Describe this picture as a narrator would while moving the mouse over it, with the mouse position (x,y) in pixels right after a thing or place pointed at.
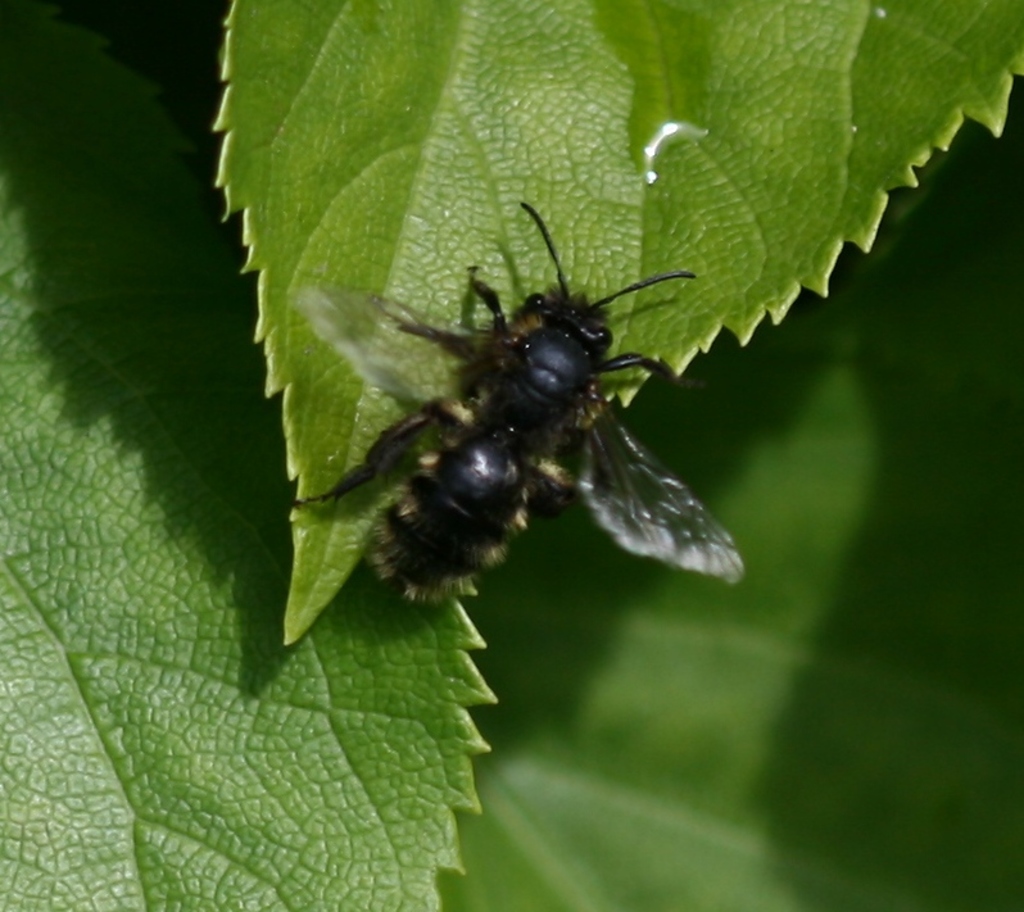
In this image we can see an insect (438,385) on the leaf (400,142). In the background (342,635) there are leaves (926,595).
